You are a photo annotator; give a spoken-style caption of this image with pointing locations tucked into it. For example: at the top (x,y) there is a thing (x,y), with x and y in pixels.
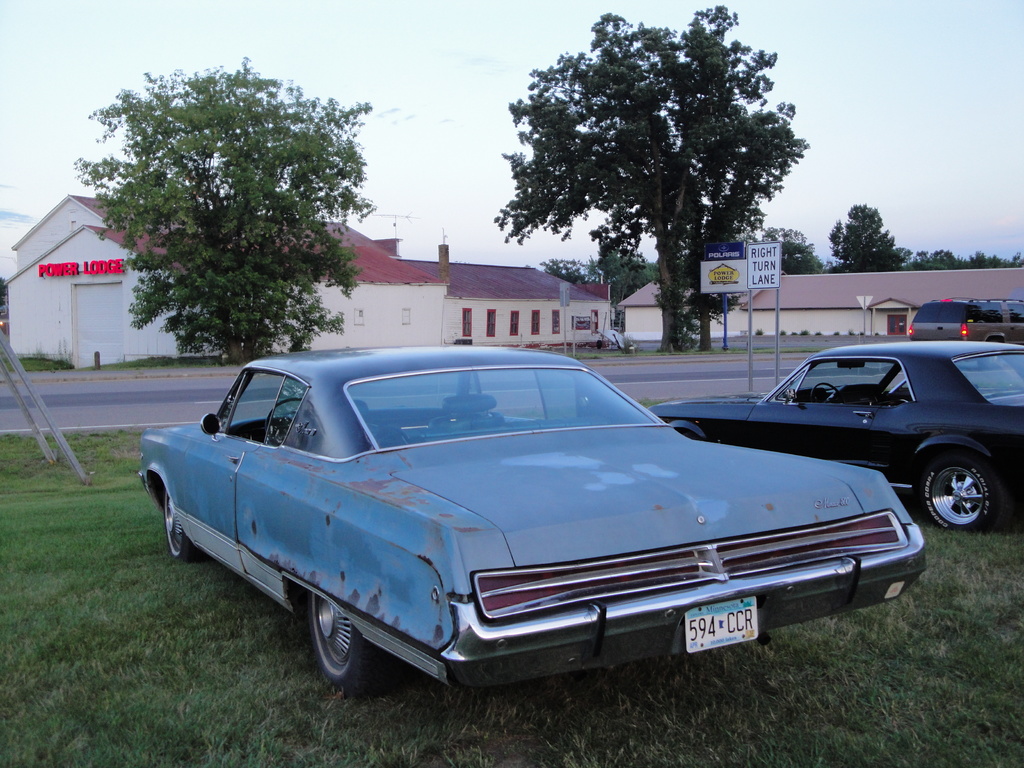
In this picture I can see cars (761,476), few houses (24,257), trees (619,242) and I can see couple of boards (744,282) with some text (766,260) and grass (227,709) on the ground (723,736) and I can see a cloudy sky (404,1) and text (71,267) on the wall (67,281) of a house (35,298).
